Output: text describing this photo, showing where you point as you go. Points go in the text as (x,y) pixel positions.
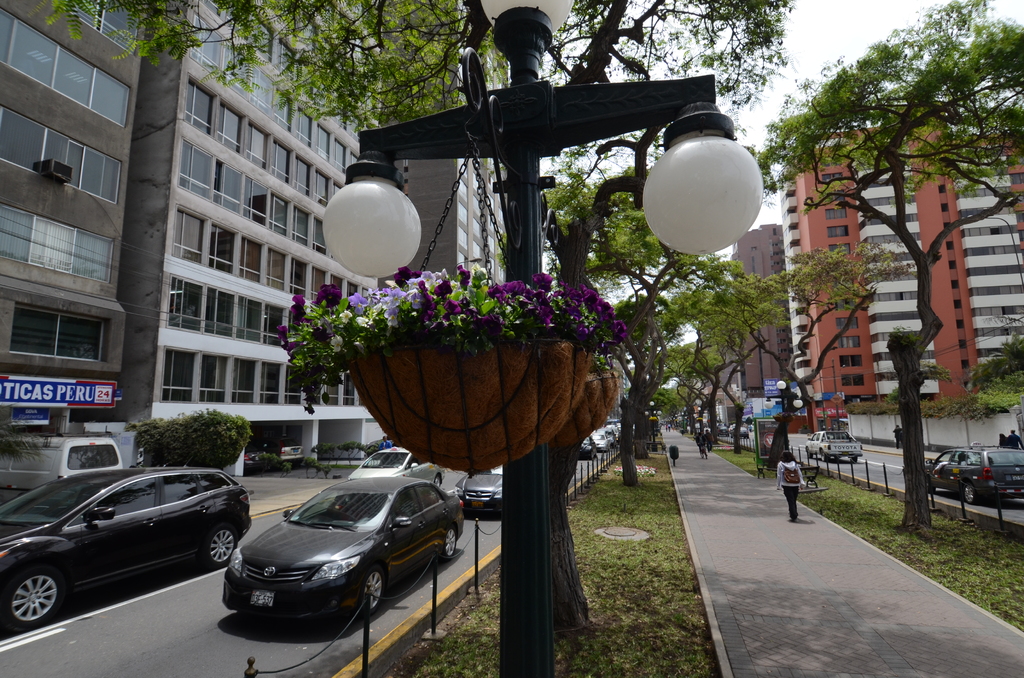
In this image we can see the building (443,180) and windows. And we can see the vehicles (180,492), people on the road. And we can see the grass (646,498) and trees (819,134). And we can see the black poles (519,175) with lights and flower pots (501,285). And we can see the sky (753,124). And we can see the chain link fencing (439,546).
